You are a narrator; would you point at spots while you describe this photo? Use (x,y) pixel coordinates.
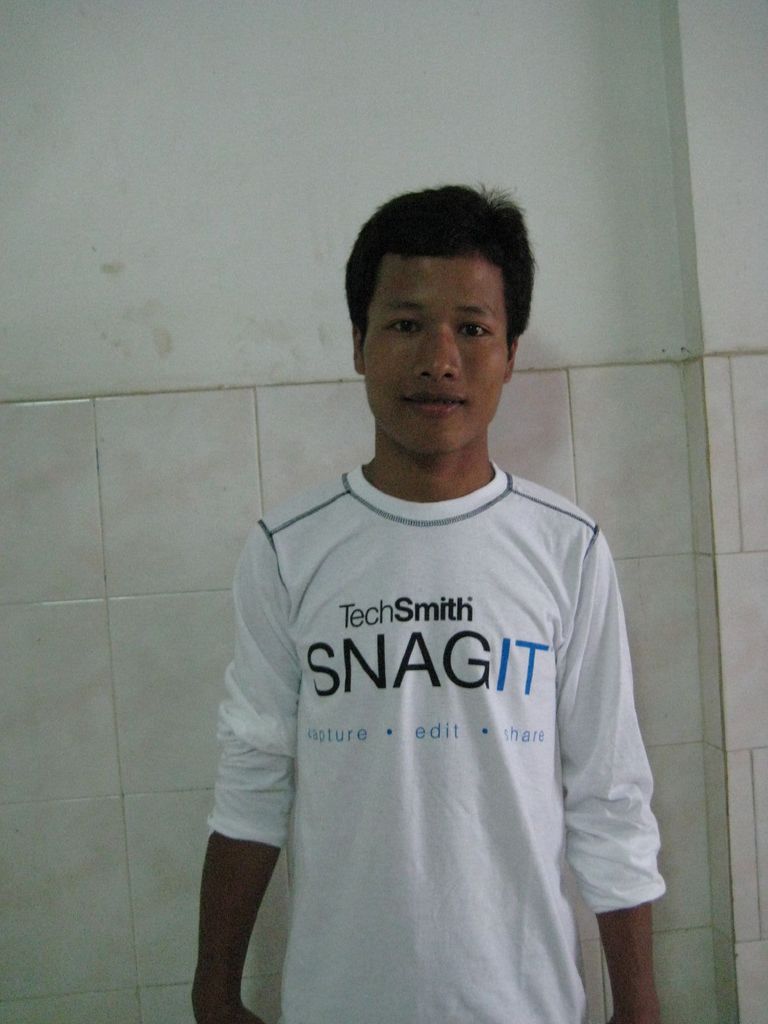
As we can see in the image in front (460,240) there is a man (397,820) who is standing and wearing white colour tshirt (410,554) on which its written "Techsmith Snagit Capture Edit Share". Behind him there is a wall (189,190) and tiles (159,451) which are of white colour.
